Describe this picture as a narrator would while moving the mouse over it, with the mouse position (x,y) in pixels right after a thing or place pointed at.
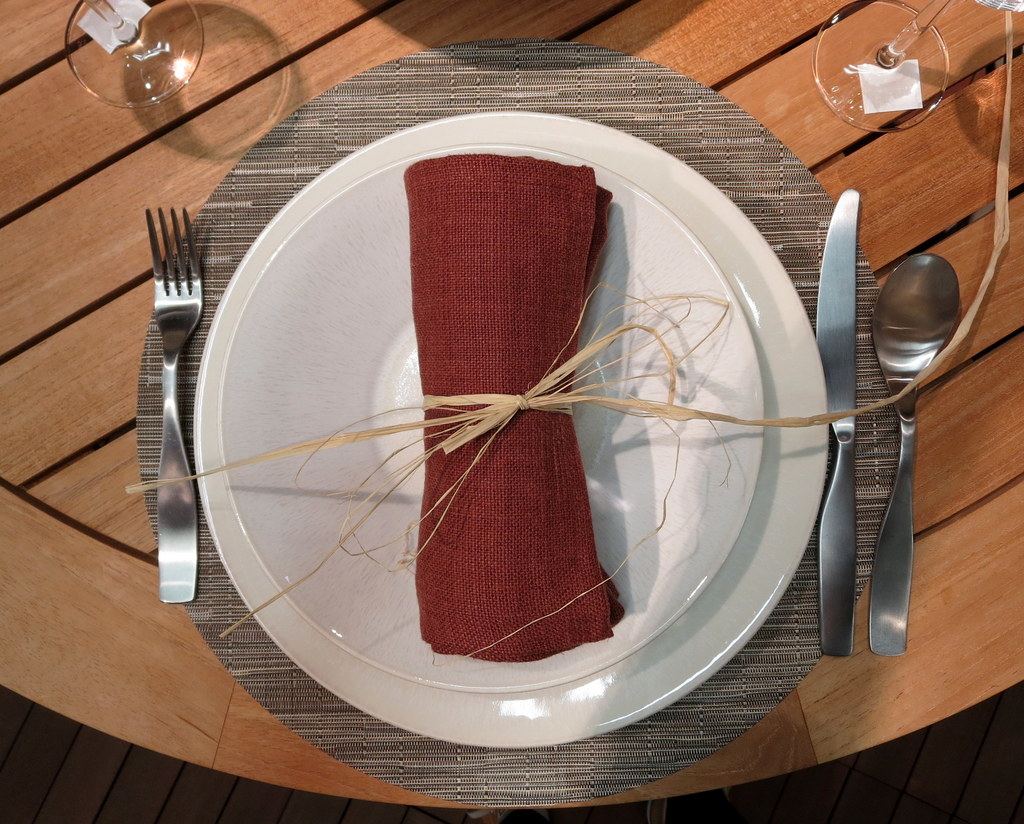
In this picture we can see a table (134,675), there is a plate (350,688), a knife (842,485), a spoon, a fork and two glasses (863,42) present on the table (302,18), we can see a cloth (506,220) in this plate (562,712).
